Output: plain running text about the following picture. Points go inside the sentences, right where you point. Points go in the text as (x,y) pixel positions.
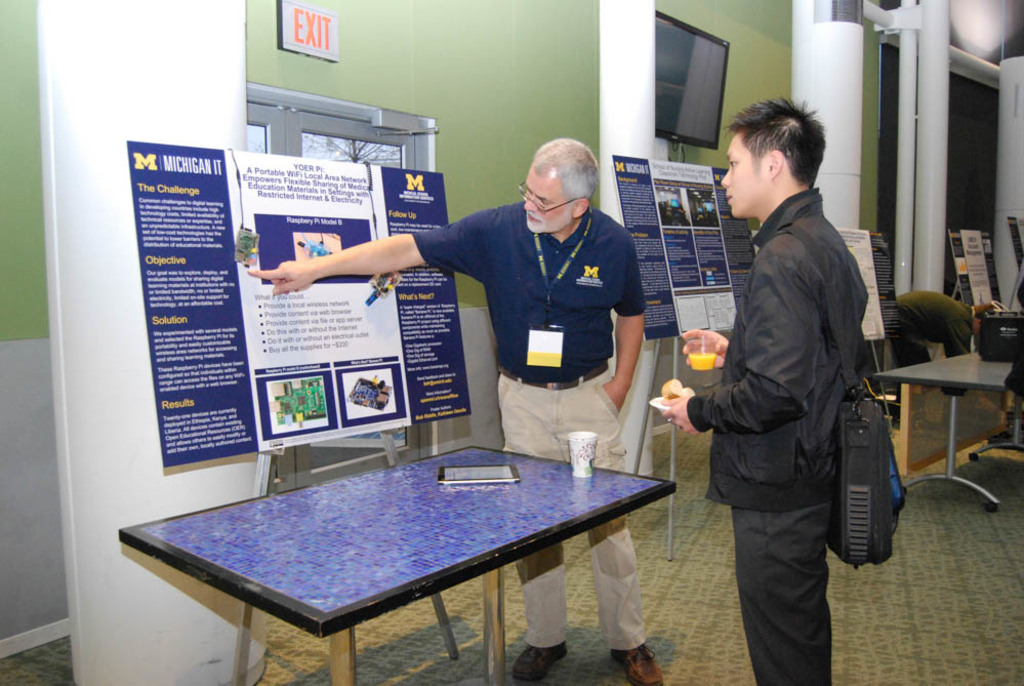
As we can see in the image there is a wall (506,80), few people (797,308) standing over here and there is a table (451,550). On table (413,570) there is a tablet (496,467) and glass (588,449) and there is a banner (229,336).
